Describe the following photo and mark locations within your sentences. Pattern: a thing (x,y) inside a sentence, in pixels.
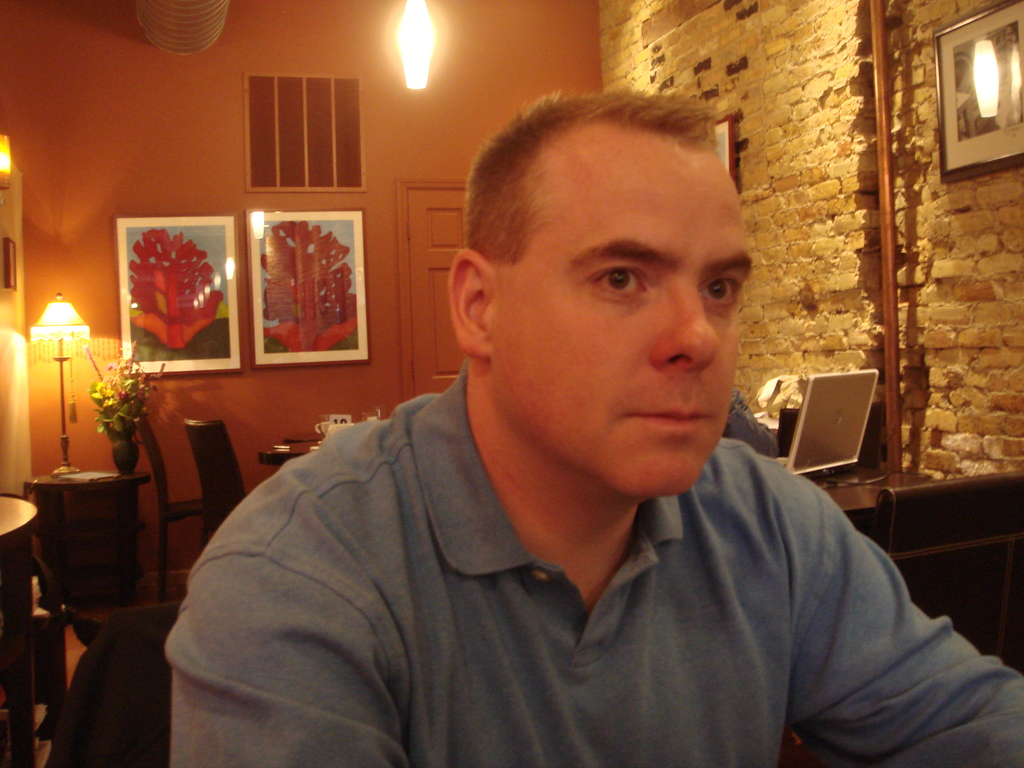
In this picture we can see man (642,571) sitting and in the background (368,197) we can see wall (171,137) with frames (290,263), door (422,211), light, chair (231,450), table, flower vase (125,450), lamp (68,331), laptop (826,401), rod (882,90).
